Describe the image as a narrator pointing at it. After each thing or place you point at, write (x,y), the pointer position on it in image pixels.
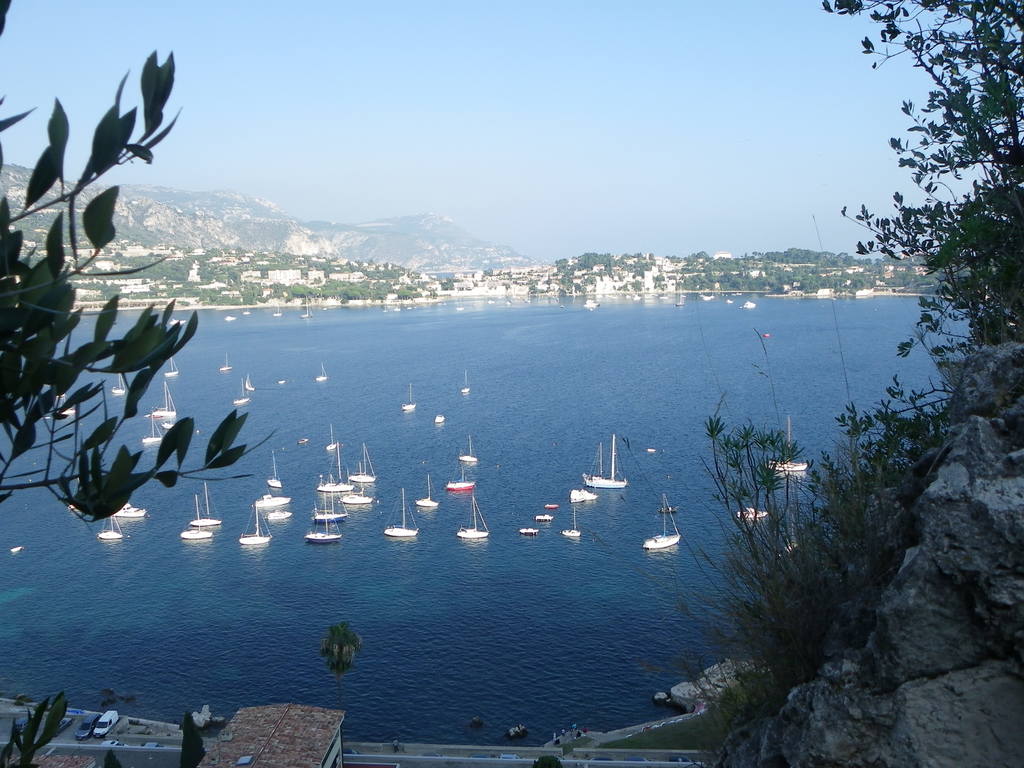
In this image we can see a group of boats (543,516) on the water (336,433). Behind the water (337,370) we can see a group of trees (231,289), buildings (626,277) and mountains (298,219). At the top (442,177) we can see the sky (537,186). On the left side (5,267), we can see leaves (12,309). On the right side (711,449), we can see a rock (999,595) and a few plants (934,417). At the bottom (65,716) we can see few vehicles (106,730), trees (198,744) and grass (695,733).
